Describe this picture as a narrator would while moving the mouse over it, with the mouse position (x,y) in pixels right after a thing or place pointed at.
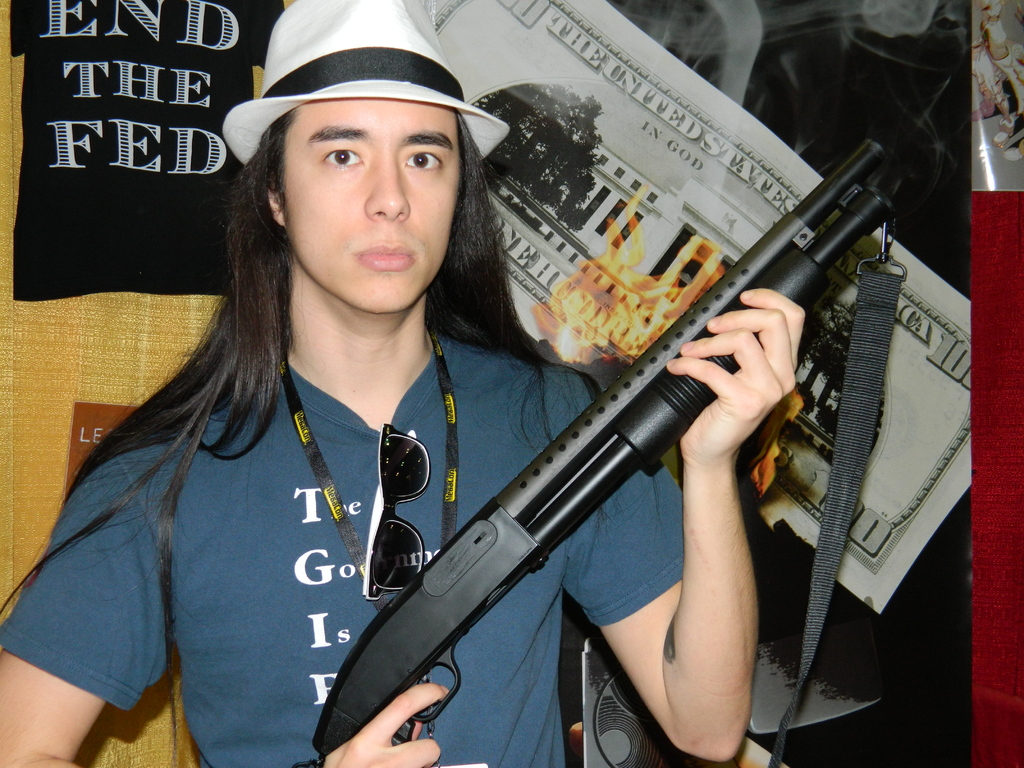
In this image we can see man (384,340) is holding black color gun (836,238) and wearing blue color t-shirt (241,631) with white cap (298,43). Behind him posters (730,125) are there.
